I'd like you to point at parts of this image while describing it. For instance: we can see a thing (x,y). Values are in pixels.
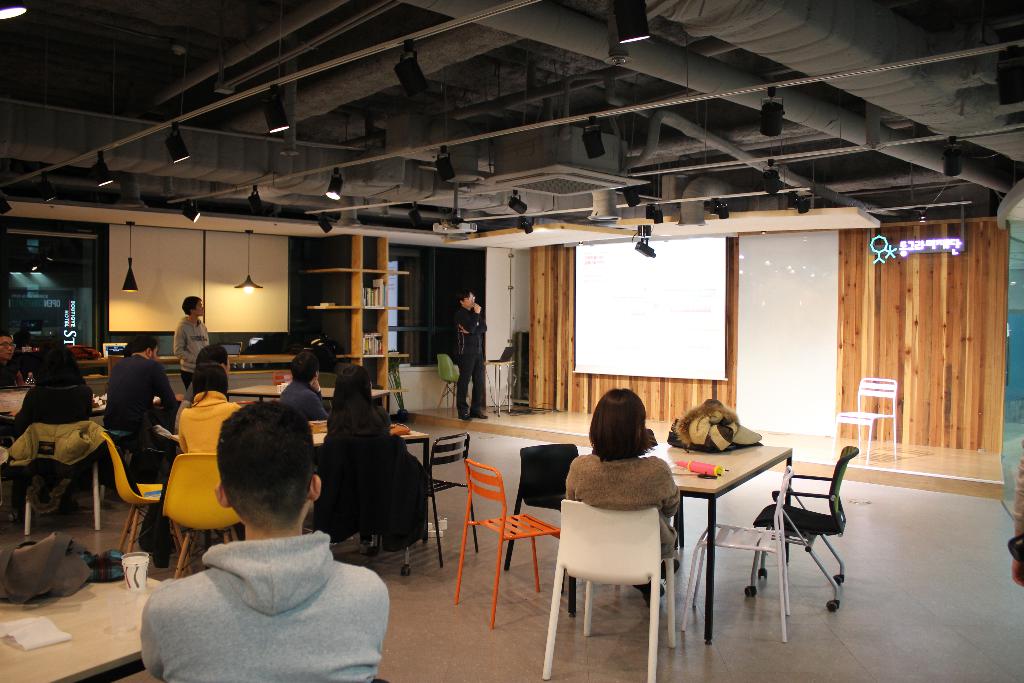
Few persons (269,429) are sitting on the chair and these two persons (463,300) standing. we can see chairs (544,487) and tables (756,471). On the background (731,288) we can see wall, screen (591,284). This is floor (932,603).
